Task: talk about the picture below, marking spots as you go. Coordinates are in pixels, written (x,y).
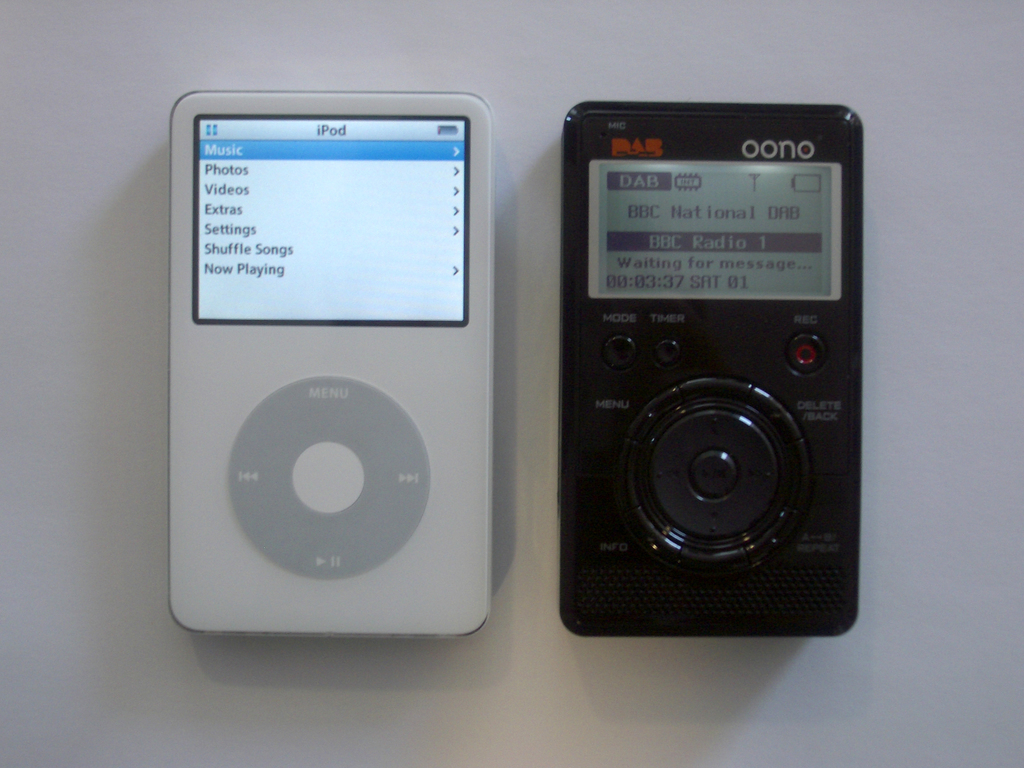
In this picture we can see an iPod (204,374) and a radio (826,210) which are black and white in color on a white surface (594,18). There are screens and buttons (733,449) visible on these devices (292,611).
